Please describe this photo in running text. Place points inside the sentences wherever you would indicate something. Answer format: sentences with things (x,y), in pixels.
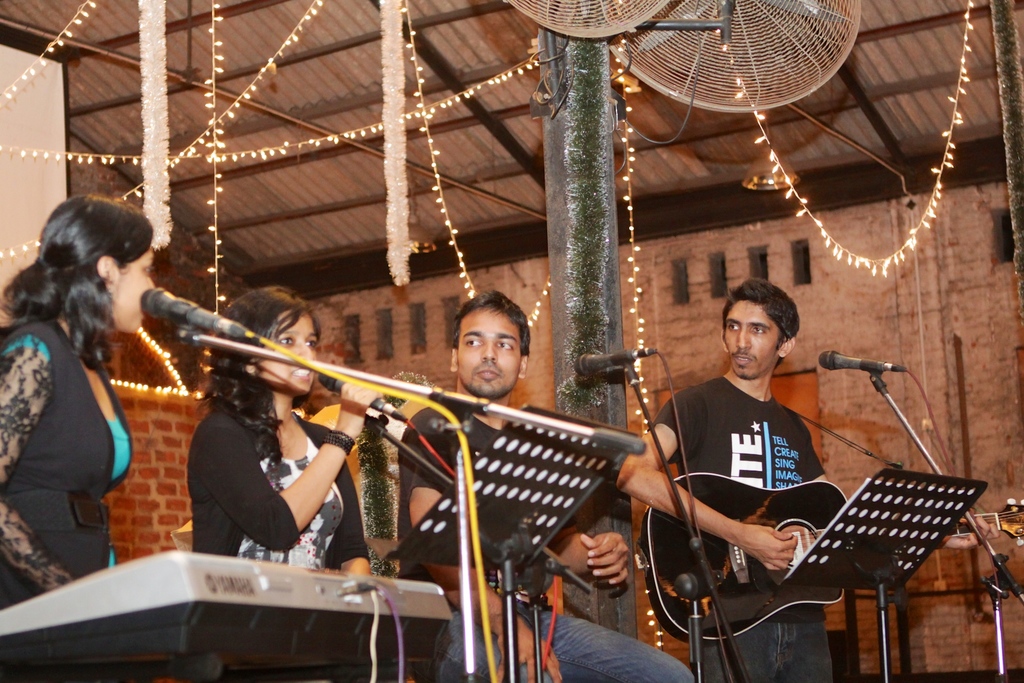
This picture has four persons (476,620). The right side person (663,438) is standing and holding a guitar (801,497). The middle person (625,677) is sitting. The woman (280,376) beside this man (453,657) is holding a mike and singing as mouth (295,379) is open. There is a piano (124,581) at the left bottom corner (20,680). There is a pole (544,46) at back side of this person (575,650). Lights (64,155) are arranged in zigzag manner.
